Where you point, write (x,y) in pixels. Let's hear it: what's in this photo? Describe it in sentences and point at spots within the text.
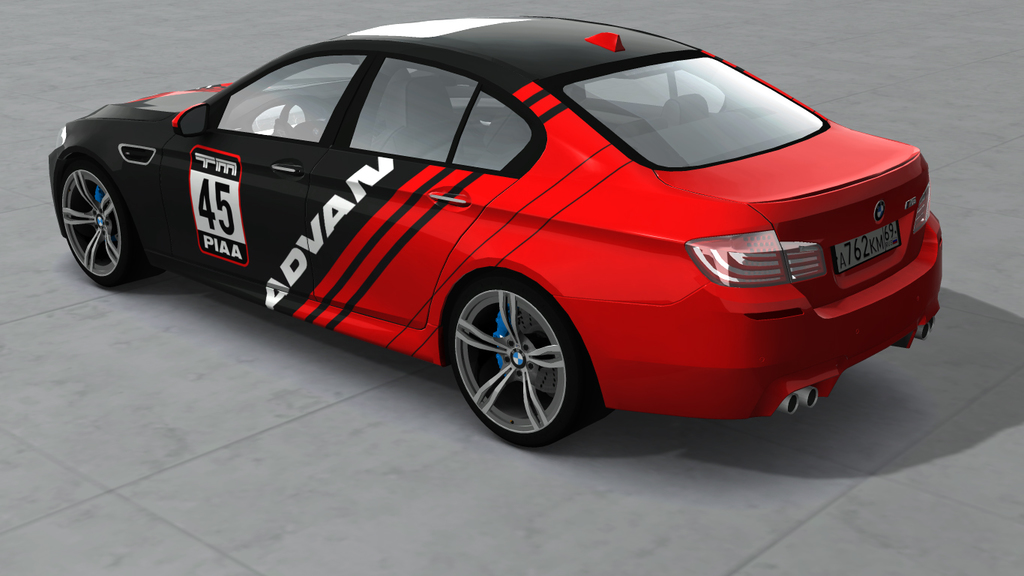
In this picture we can see a black and red sports car (445,26) on the floor (646,423).
